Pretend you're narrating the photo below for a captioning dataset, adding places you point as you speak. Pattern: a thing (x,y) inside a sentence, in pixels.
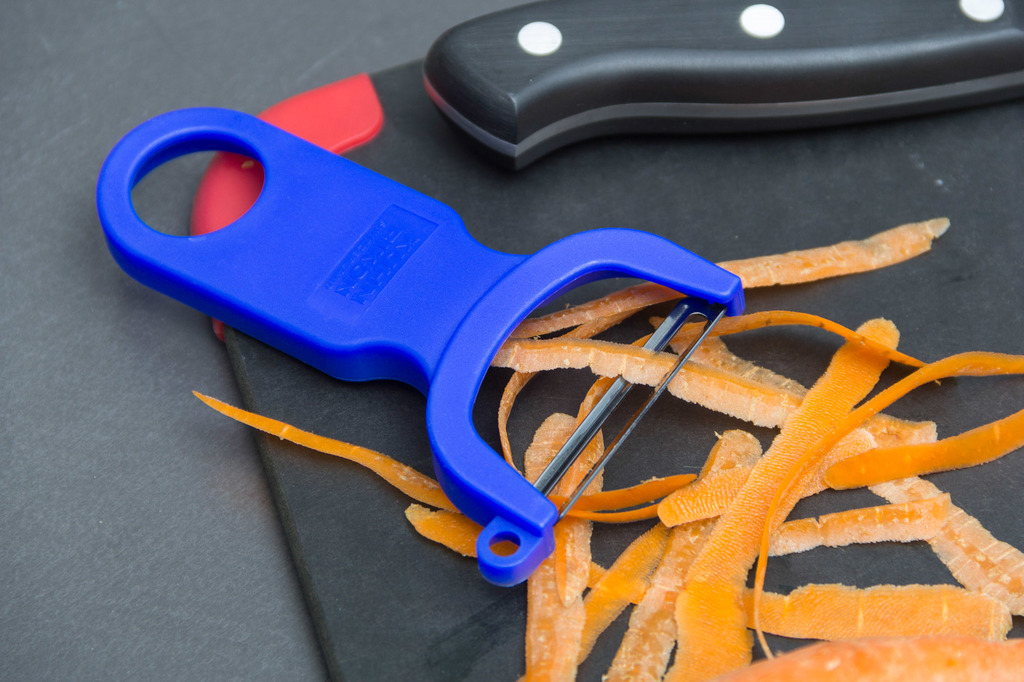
In this picture there are carrot pieces (710,469), knife (707,38) and a slicer (408,260) on a black surface (560,299) might be a table (119,554).
